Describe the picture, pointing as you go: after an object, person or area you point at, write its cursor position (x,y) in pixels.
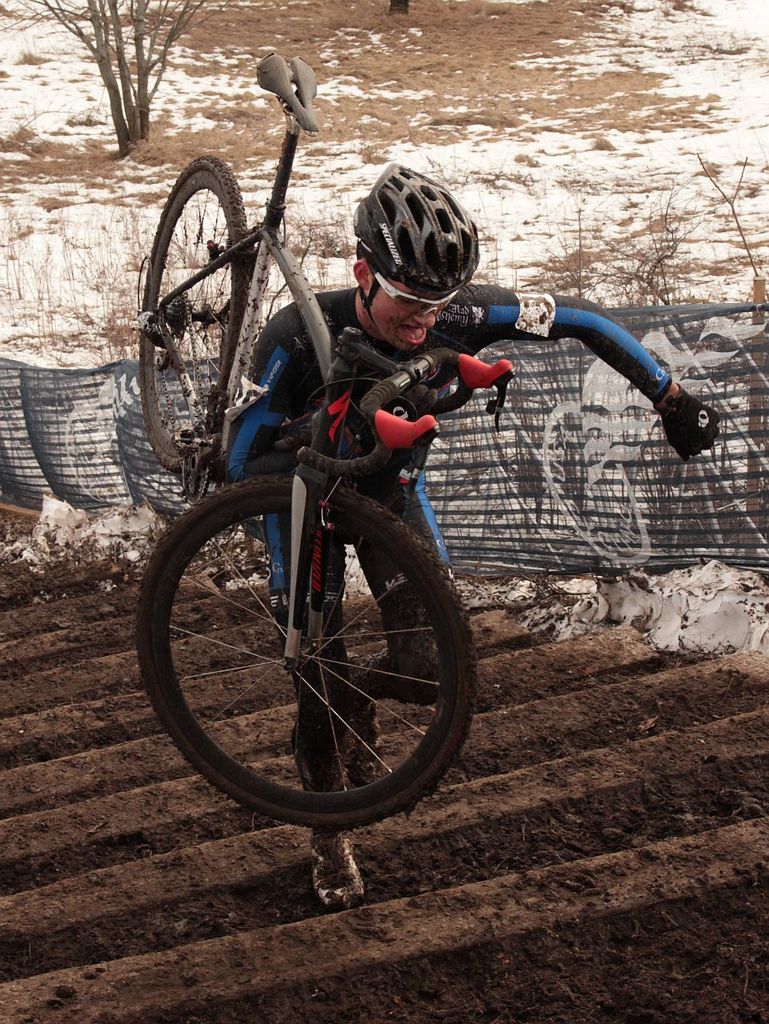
As we can see in the image there is a man (431,517) holding bicycle (221,452) and climbing stairs (42,600). In the background (647,147) there is snow (96,80) and trees (114,78).
